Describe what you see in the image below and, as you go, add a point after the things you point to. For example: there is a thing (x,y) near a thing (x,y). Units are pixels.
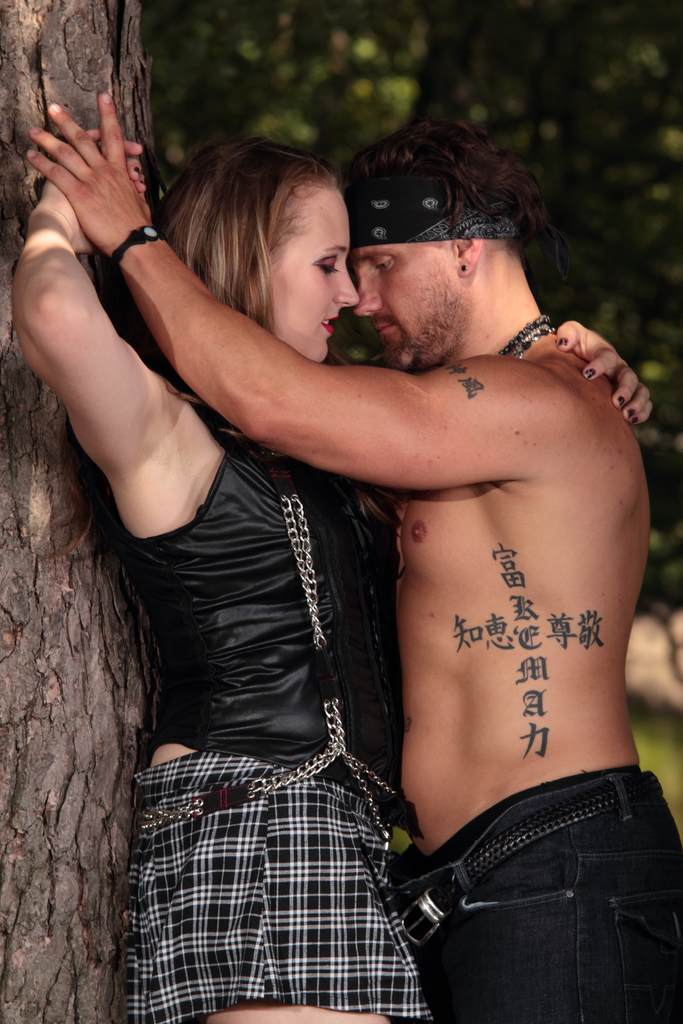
In this image i can a couple (346,378) doing romance beside the tree trunk (53,45), at the back (159,10) there are so many trees (159,10).
